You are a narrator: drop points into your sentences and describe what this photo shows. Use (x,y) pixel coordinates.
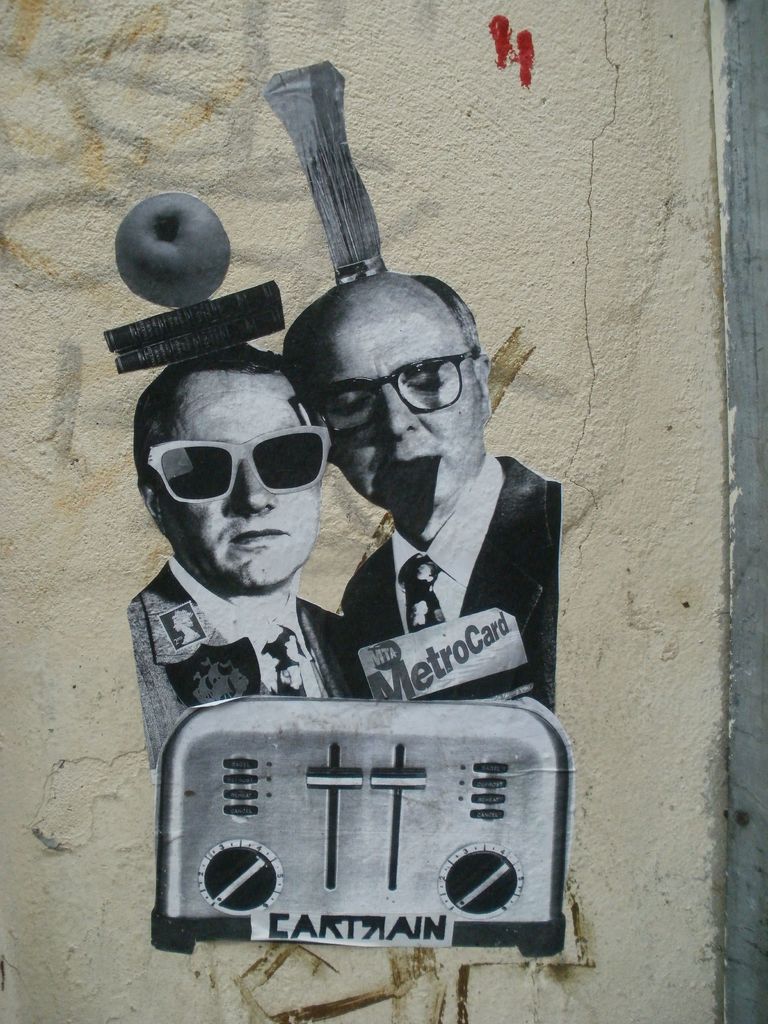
In the center of this picture (512,520) we can see the pictures (408,455) of two persons (193,497) and we can see the text (424,658) and the picture (252,907) of an object (370,817) and the picture (187,220) of an apple (207,275). In the background (708,343) we can see the wall (37,393).
